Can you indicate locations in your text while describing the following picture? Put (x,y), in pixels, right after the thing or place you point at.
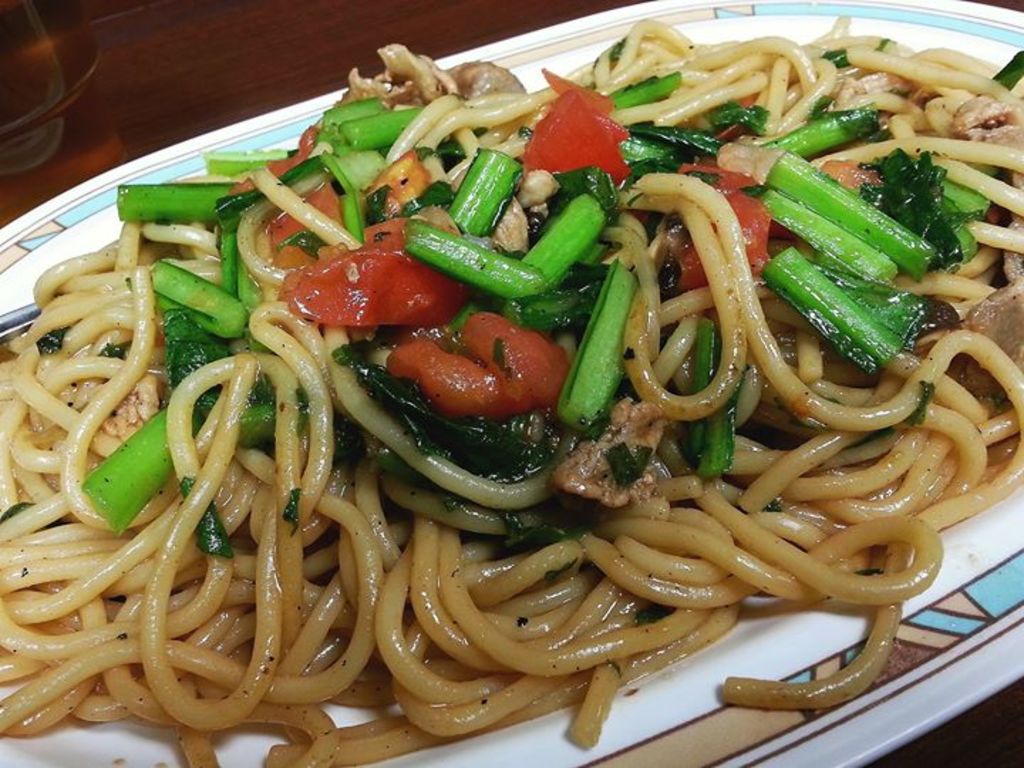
There are noodles (646,380) and other food items (535,252) on a plate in the center of the image (492,367), it seems like a glass (46,90) in the top left side (56,64).
